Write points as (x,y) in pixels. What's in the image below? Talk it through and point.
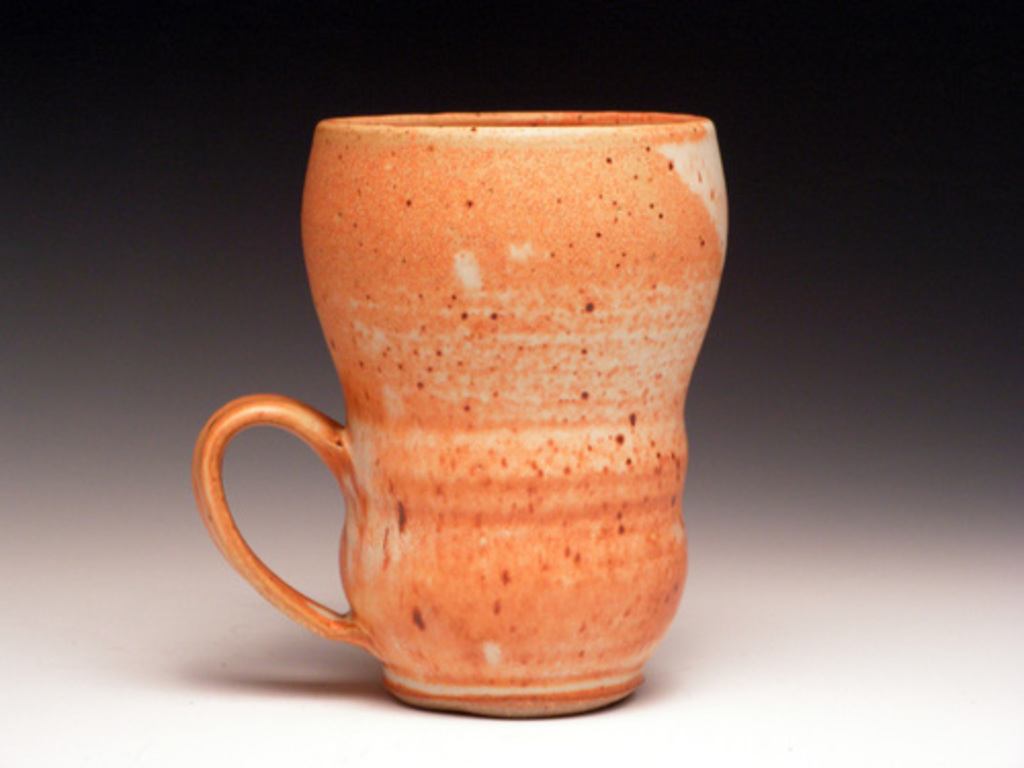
In this picture we can see a mug (480,555) in the front (534,537), there is a blurry background (67,8).
